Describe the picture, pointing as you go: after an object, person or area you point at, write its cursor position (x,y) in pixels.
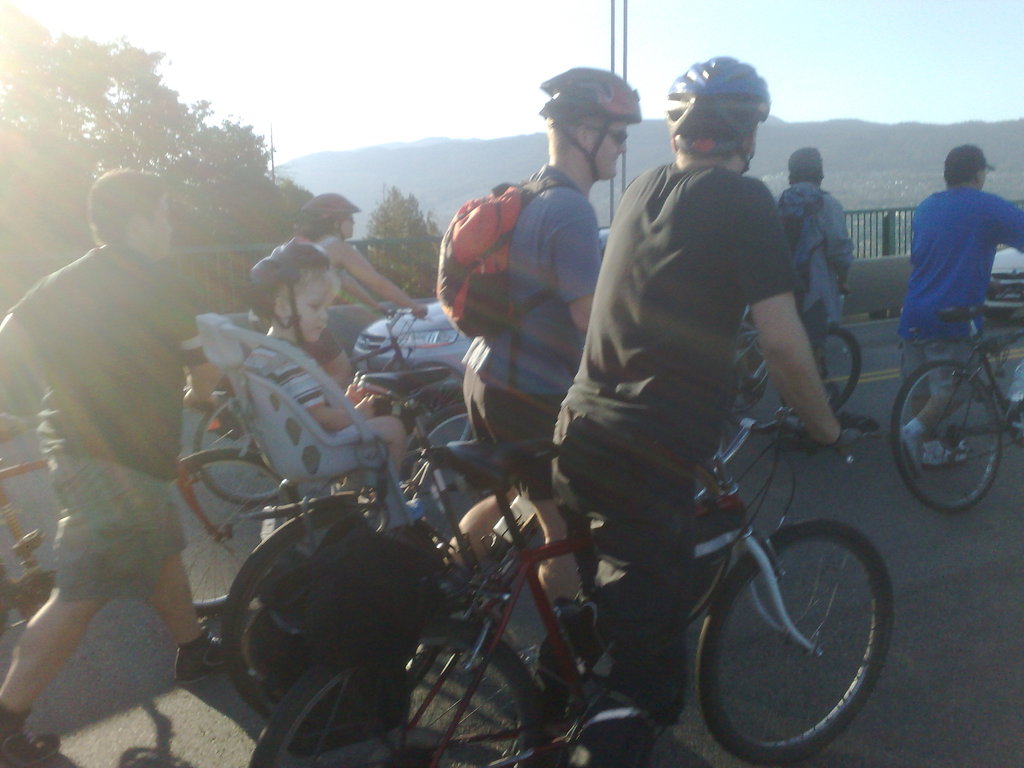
In this image I can see the group of people (492,401). Some people (159,395) are walking and some people (608,481) are wearing the helmet (729,116) and riding the bicycle (700,633). On the road (896,350) there is a car (424,353). I can also see some trees (147,153), mountains (434,154) and the sky (498,62). There is also a railing (896,228) at the side of the road (872,352).
